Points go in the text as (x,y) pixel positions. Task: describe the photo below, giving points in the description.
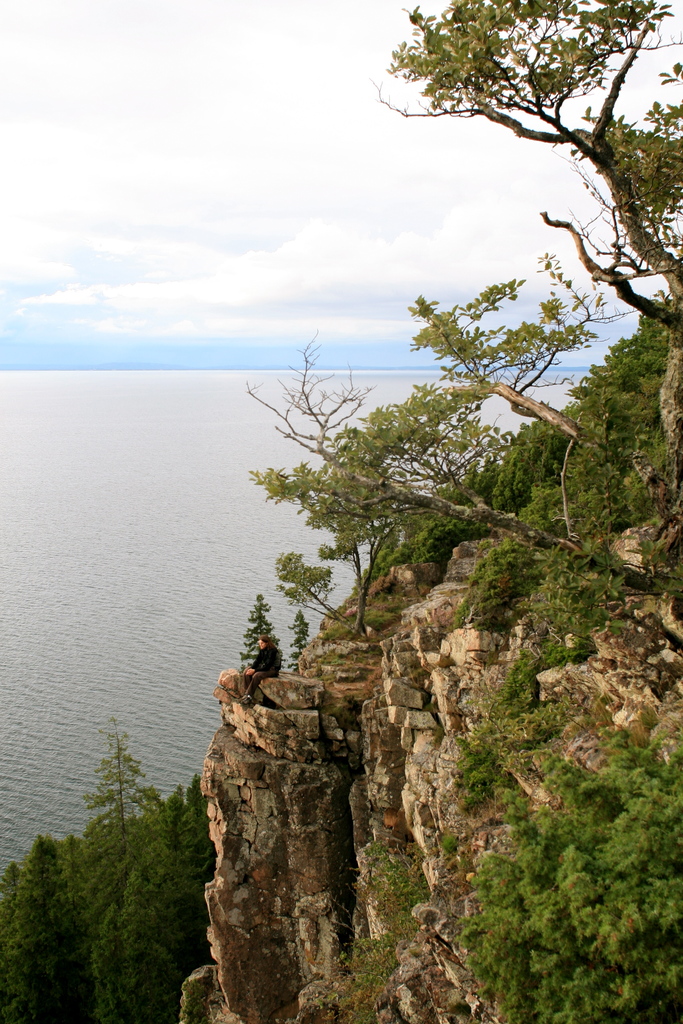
There is water (142,509) on the left side (94,555). On the right side (573,723) there are trees (620,528), rock mountains (336,659). On that a person (278,671) is sitting. In the background (264,240) there is sky (240,204).
